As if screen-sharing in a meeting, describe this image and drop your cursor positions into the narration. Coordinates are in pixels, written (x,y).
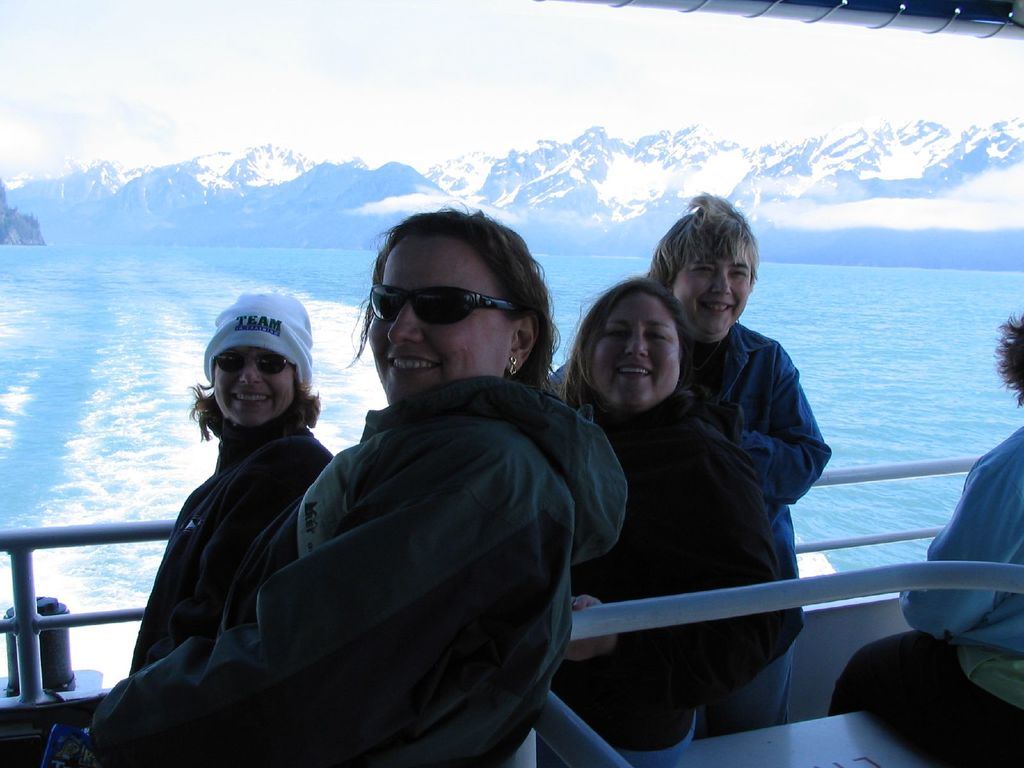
It seems like a group of people (528,505) present in a boat (14,624) which is on the surface of water (345,367). There are mountains (508,201) in the background (188,222) and the sky (586,61) is at the top of this image (547,119).
